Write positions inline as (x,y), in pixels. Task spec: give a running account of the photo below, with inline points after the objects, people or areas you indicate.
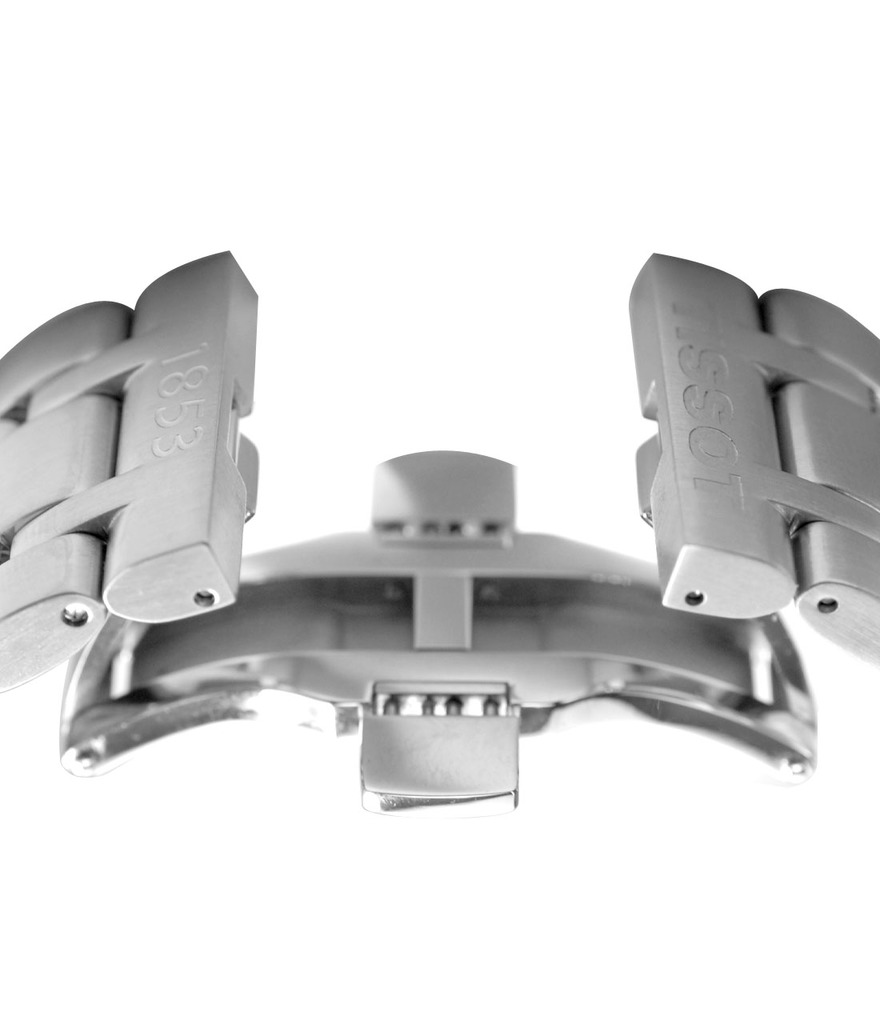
In this picture we can see an object (412,743). We can see text (687,355) and number digits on it. Remaining portion of the picture is in white color.
